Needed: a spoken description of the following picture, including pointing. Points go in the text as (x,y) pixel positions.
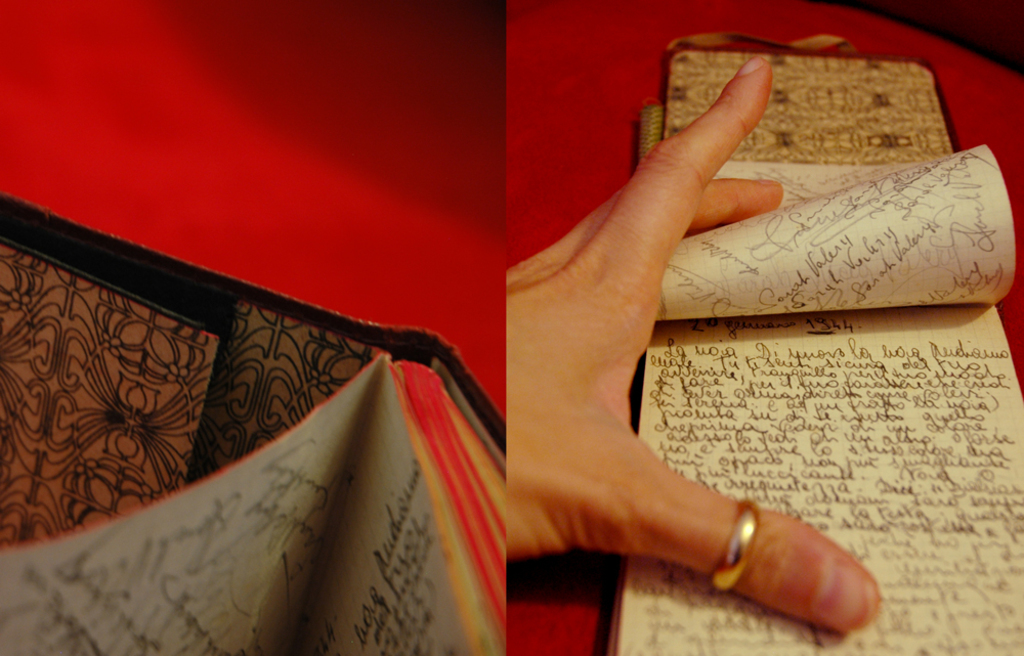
It is a collage image. In this image at the right side of the image (722,420) there is a book (817,297) and we can see a hand (590,324) of a person (686,534) on the right side of the image (766,71). On the left side of the image (259,292) there is a book (233,287) on the table (249,209).
